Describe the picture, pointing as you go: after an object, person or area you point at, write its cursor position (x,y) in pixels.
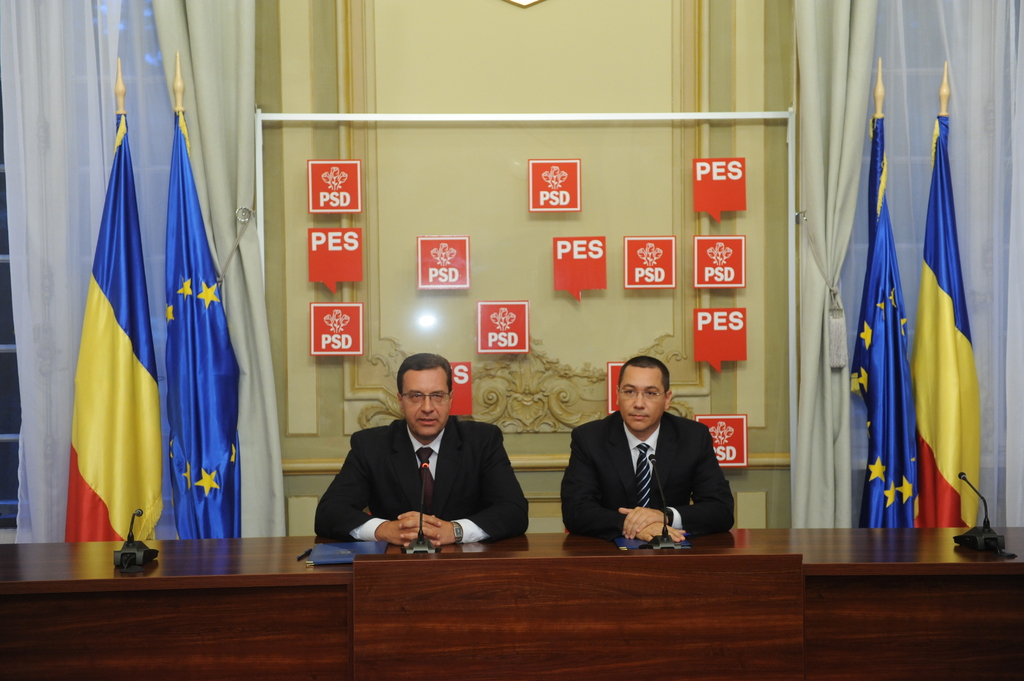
In this image there are flags (139,350), curtains (159,340) and windows (155,209) on the left (141,284) and right corner (1006,299). There is a table (299,614) with mics (121,554) and there are objects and there are people (638,473) in the foreground (557,551). There is a glass object (382,295), there is a wall (383,203) in the background (582,315).
